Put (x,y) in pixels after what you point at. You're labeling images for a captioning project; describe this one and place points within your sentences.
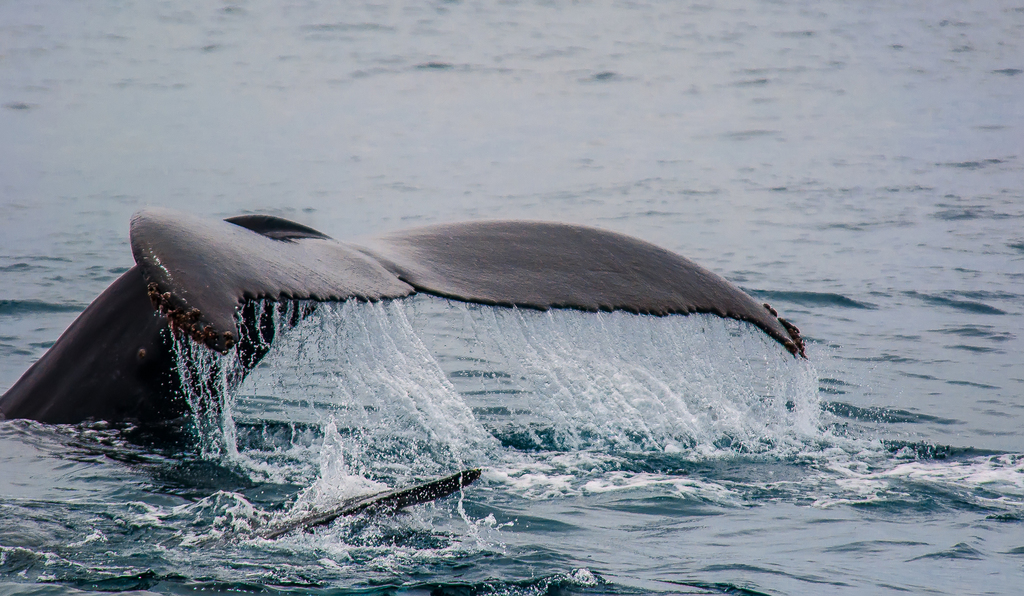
In this picture I can see a tail (465,255) of a whale (100,324) in the water (425,331).
